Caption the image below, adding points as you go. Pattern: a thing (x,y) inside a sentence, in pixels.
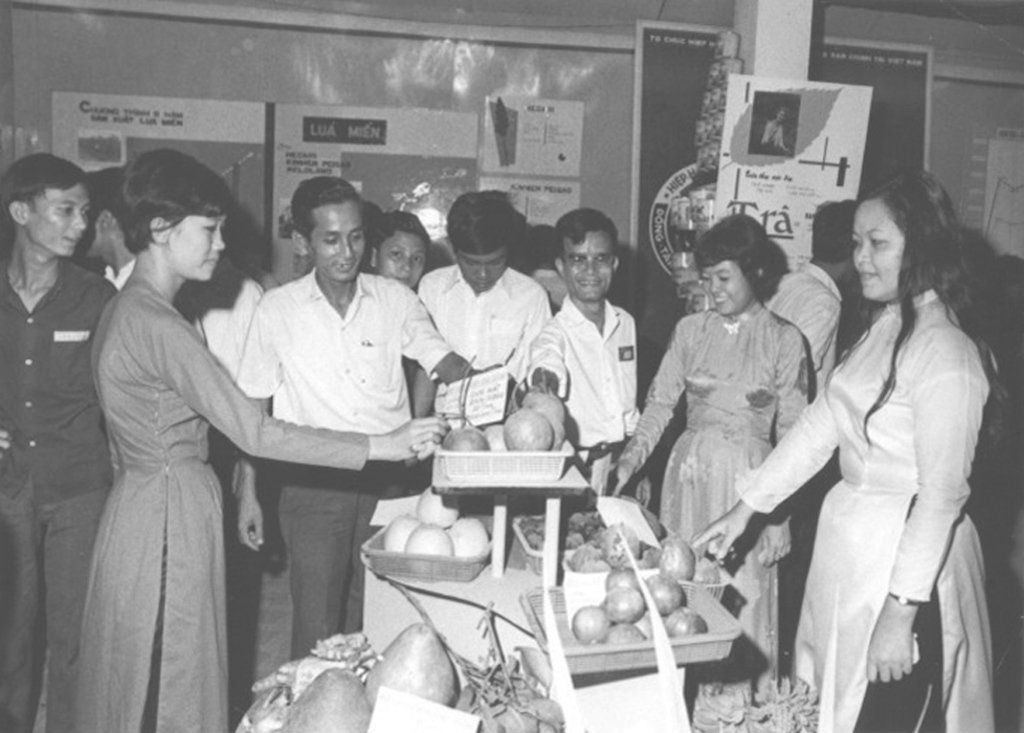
In the image we can see there are people (469,329) standing and there are fruits (533,546) and vegetables (522,646) kept in the basket (571,649). Behind there are banners (824,91) on the wall (622,248) and the image is in black and white colour.
